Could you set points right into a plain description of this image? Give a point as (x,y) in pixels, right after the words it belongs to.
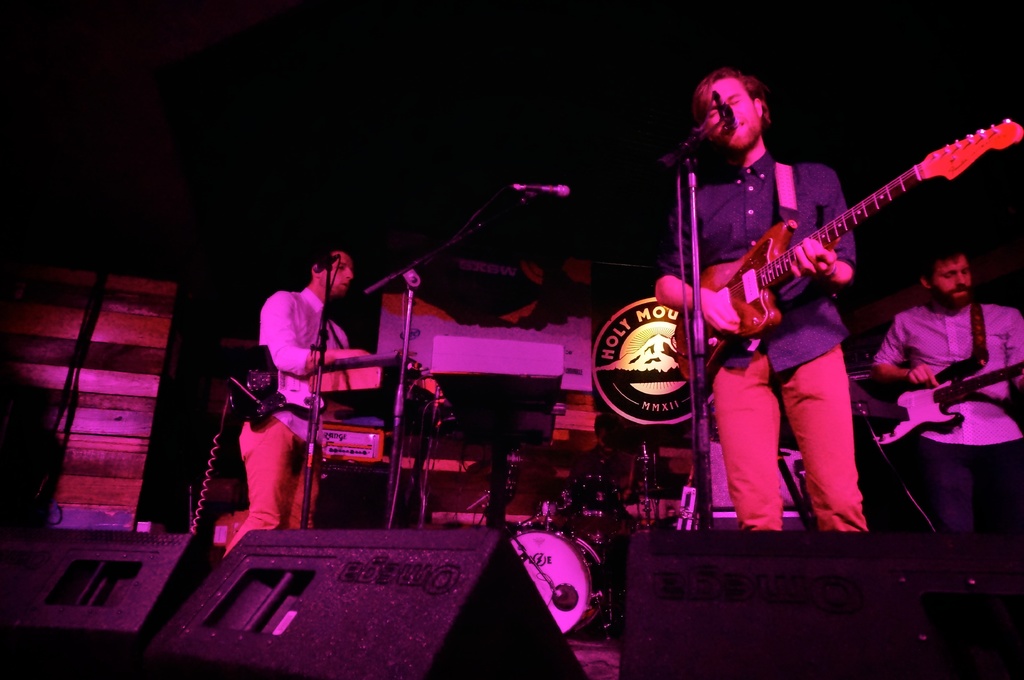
As we can see in the image there are three people (307,362) standing and playing music and holding guitars (1020,370).
